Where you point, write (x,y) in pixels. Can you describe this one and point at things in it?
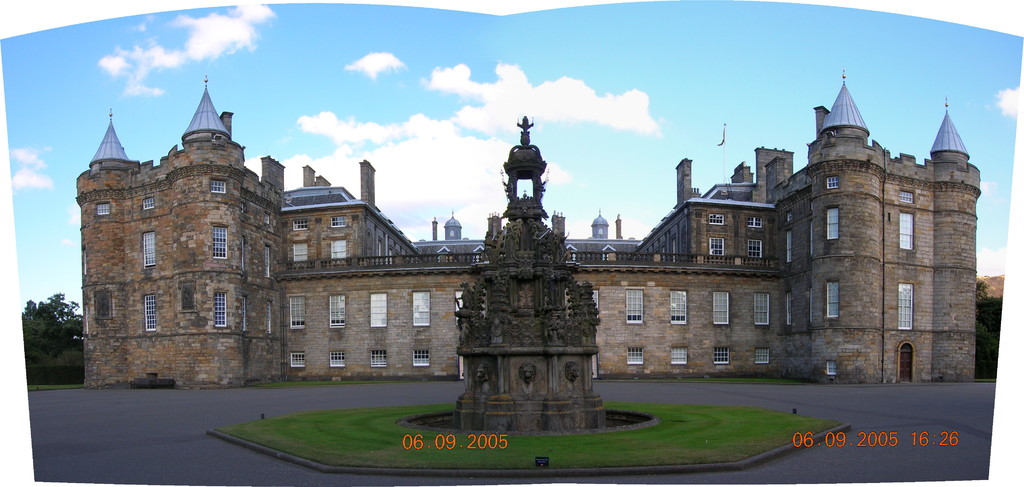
In this picture I can see sculptures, there is grass (578,454), there is a building (88,327), there is a flag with a pole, there are trees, and in the background (690,94) there is sky (981,46) and there are watermarks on the image.
